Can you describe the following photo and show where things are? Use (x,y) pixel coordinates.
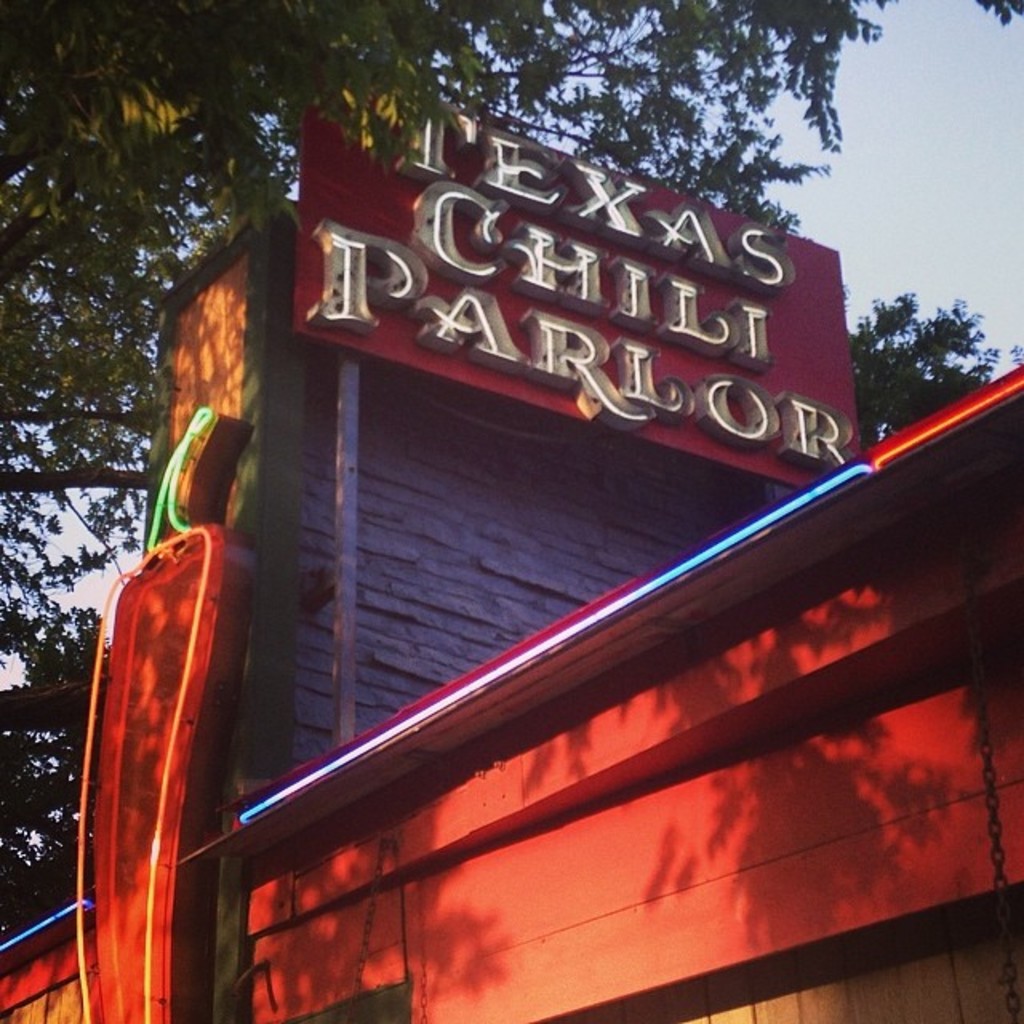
In this image we can see a building (377,753), name board (464,271), trees (211,135) and sky (828,192).
